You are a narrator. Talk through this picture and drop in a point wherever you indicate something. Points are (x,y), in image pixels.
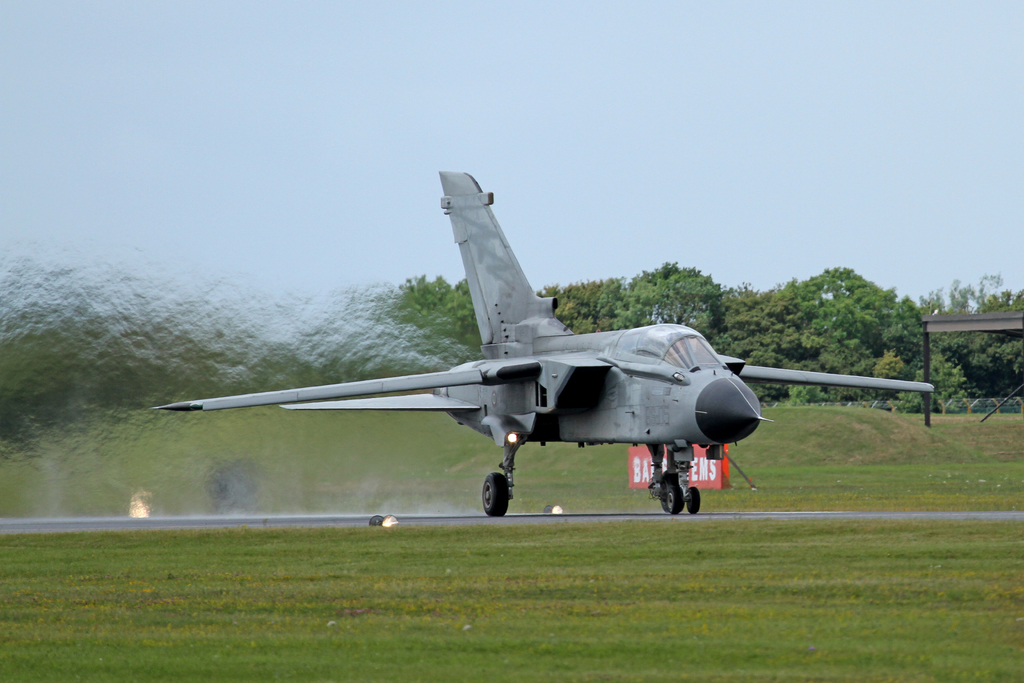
In this image there is the sky (932,154), there are trees (906,321), there are grass (432,602), there is a fighter aircraft (585,416), there is text (711,471) on the board (646,467), there are lights (387,521) on the ground (421,519).
